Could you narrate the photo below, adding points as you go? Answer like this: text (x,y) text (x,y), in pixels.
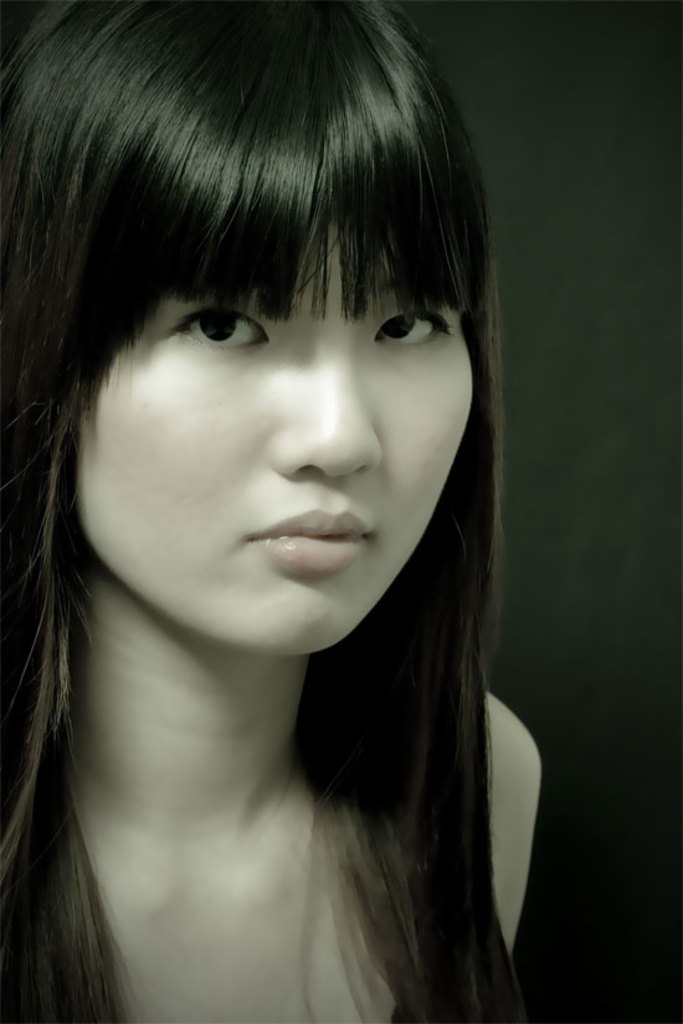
This image consists of a girl (207,607). The background (634,56) is in black color.
